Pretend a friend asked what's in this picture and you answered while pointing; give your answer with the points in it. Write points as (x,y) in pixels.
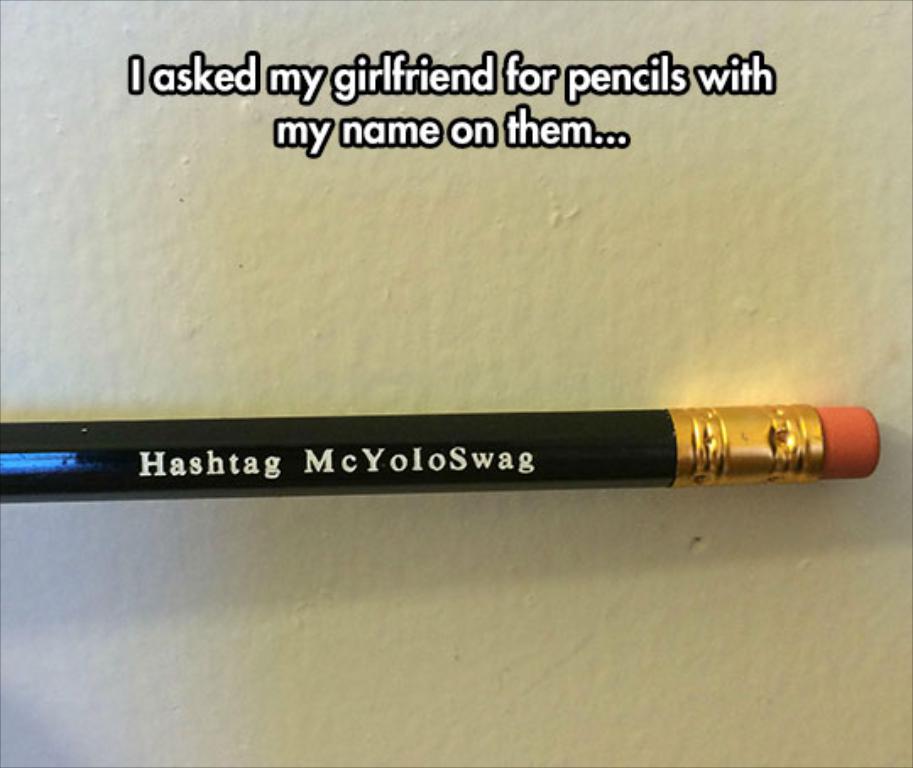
In this image I can see a pencil (494,464) which is in black, gold and an orange color. It is on the white color surface (438,370). I can also see the text (508,464) written on it.
